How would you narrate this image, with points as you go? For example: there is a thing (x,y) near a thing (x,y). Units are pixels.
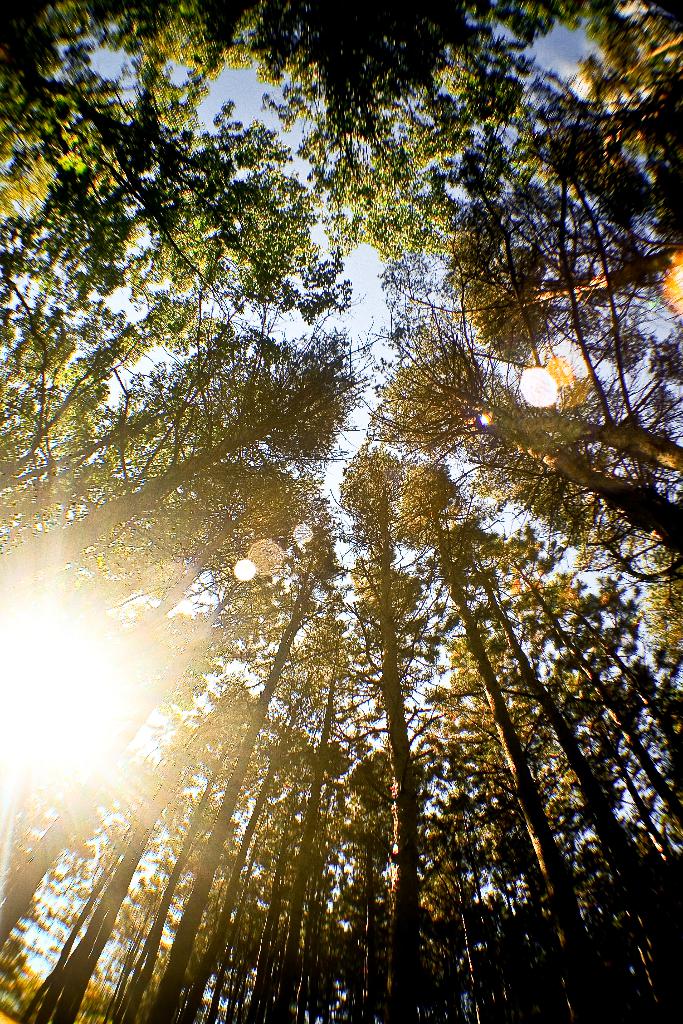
In this image we can see the trees (246,587) and in the background (320,337), we can see the sky (354,327) and also the sunlight (101,708).
